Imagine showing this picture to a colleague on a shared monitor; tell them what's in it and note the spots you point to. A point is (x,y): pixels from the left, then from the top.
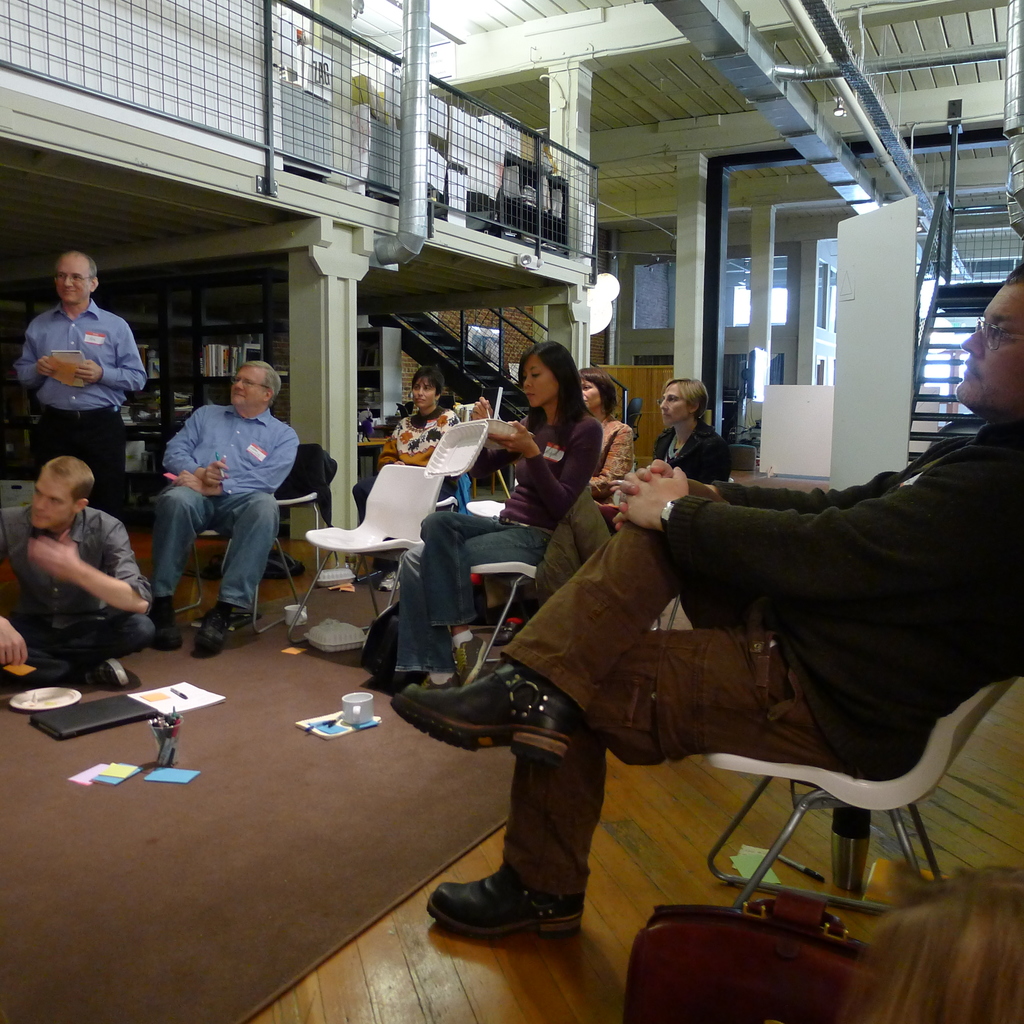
In the image there are some people (246,396), a man (70,493) is sitting on the floor (58,993) and behind him another person (91,355) is standing and the remaining people (421,447) were sitting on the chairs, there are some papers (148,705), cups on the floor (272,799). Behind them there are stairs (511,326), pillars (696,183) and behind the pillars (692,275) there are few windows (749,278).
